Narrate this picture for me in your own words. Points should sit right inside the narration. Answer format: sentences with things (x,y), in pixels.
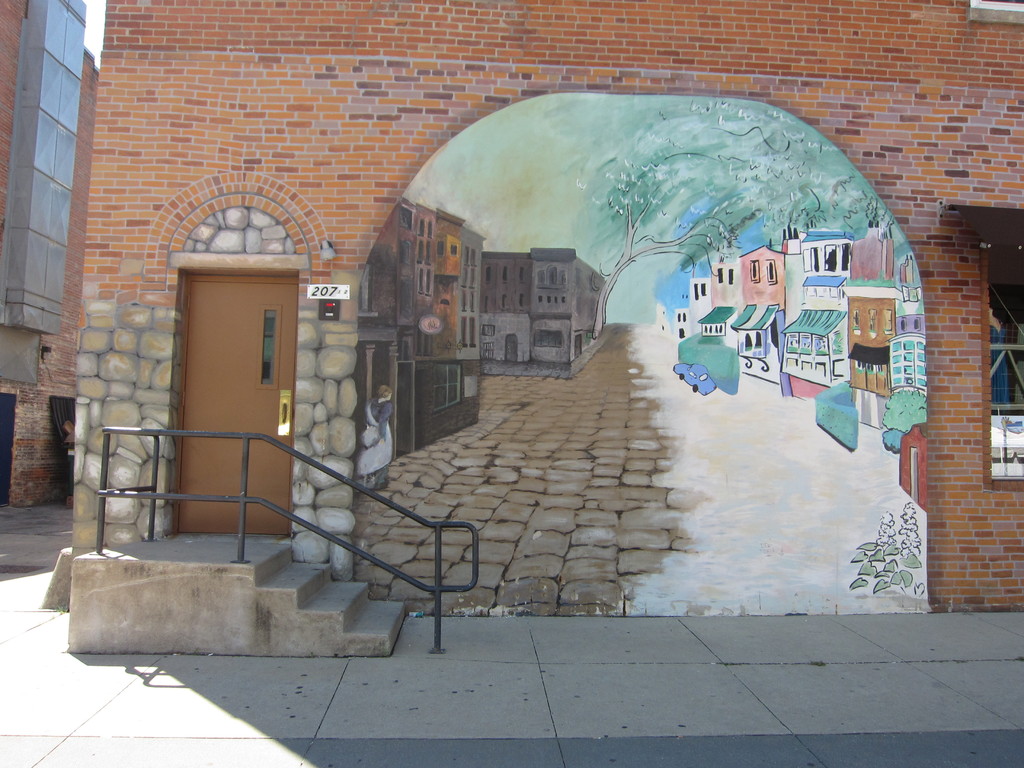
In this image I can see the ground (668,744), few stairs (347,609), the railing (268,435) and the door (241,405) which is brown in color to the building (276,135) which is made up of bricks (432,64). I can see the painting (788,270) on the building (886,56) in which I can see few buildings (707,327), the street (627,527) and few trees (701,204). I can see the window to the right side of the image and on the left side of the image (56,77) I can see another building (69,70) and the sky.
